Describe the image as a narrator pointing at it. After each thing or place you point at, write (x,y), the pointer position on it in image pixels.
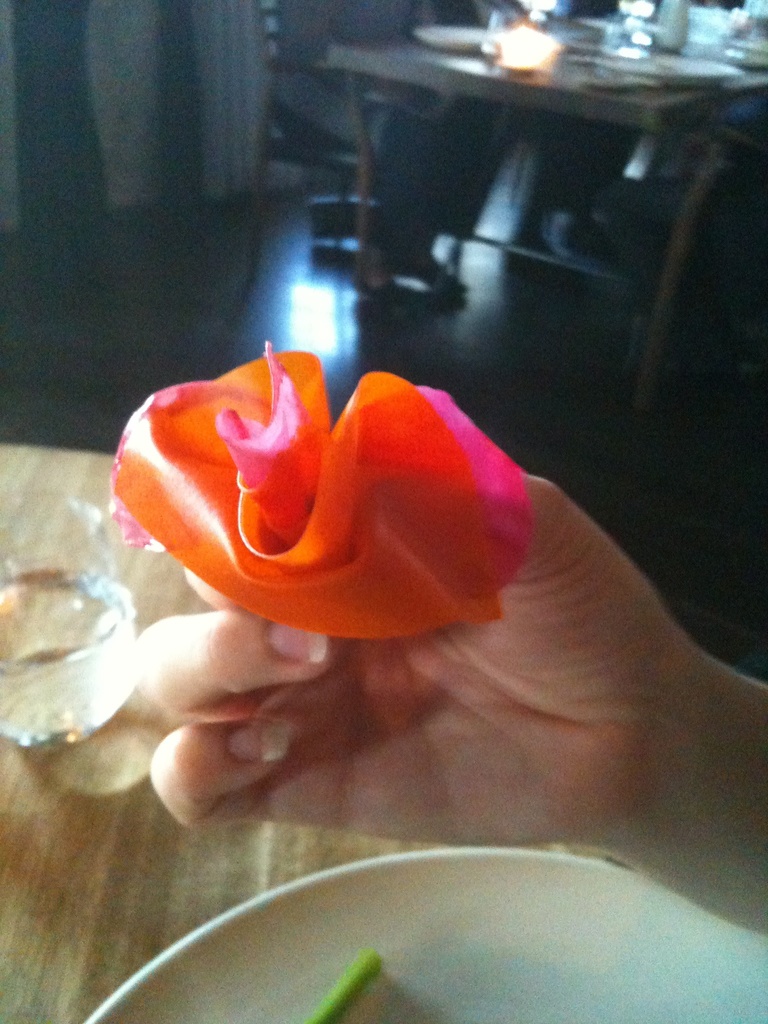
In this image we can see a hand (526,574) in a person (576,699) holding a paper (371,507). In the foreground (449,974) we can see a plate (441,909) and glass (105,614) placed on the surface (5,835). In the background (362,36), we can see some people (362,36) sitting on chairs (360,157), some plates (688,71), candle (523,42) and some objects (751,29) placed on the table (547,80).
